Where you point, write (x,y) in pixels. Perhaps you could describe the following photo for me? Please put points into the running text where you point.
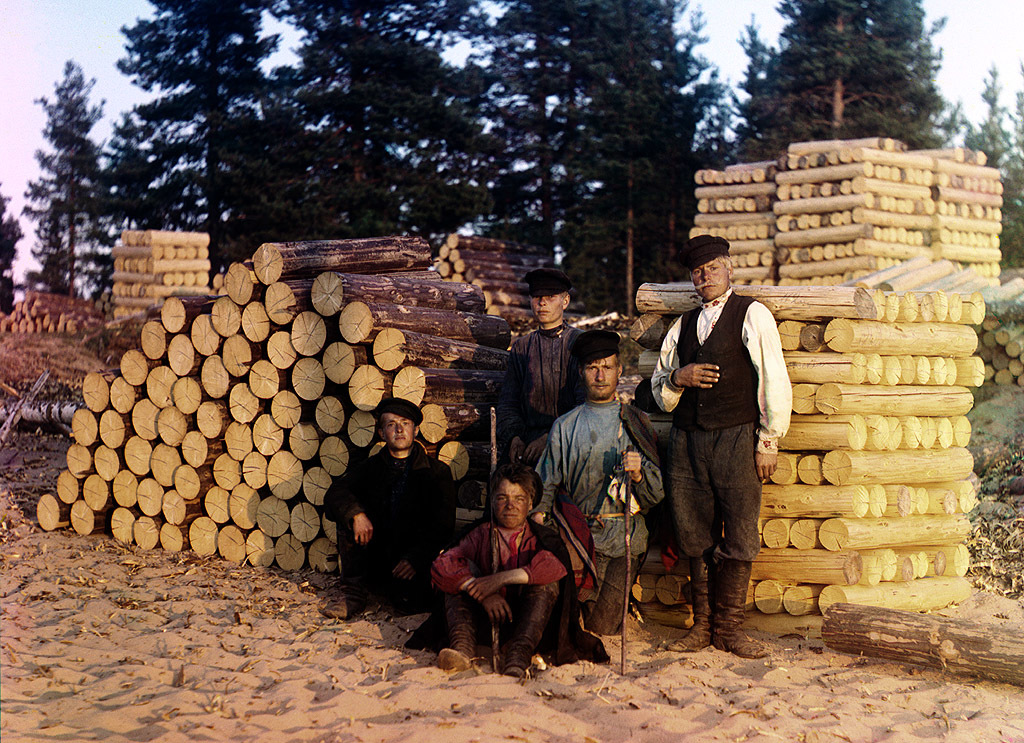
In the image we can see there are people (574,491) wearing clothes (579,450) and some of them are wearing cap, this is a stick (630,519). Two people (526,416) are standing, this is a sand (214,657), wooden poles (312,323), trees (434,137) and a sky (47,37).
